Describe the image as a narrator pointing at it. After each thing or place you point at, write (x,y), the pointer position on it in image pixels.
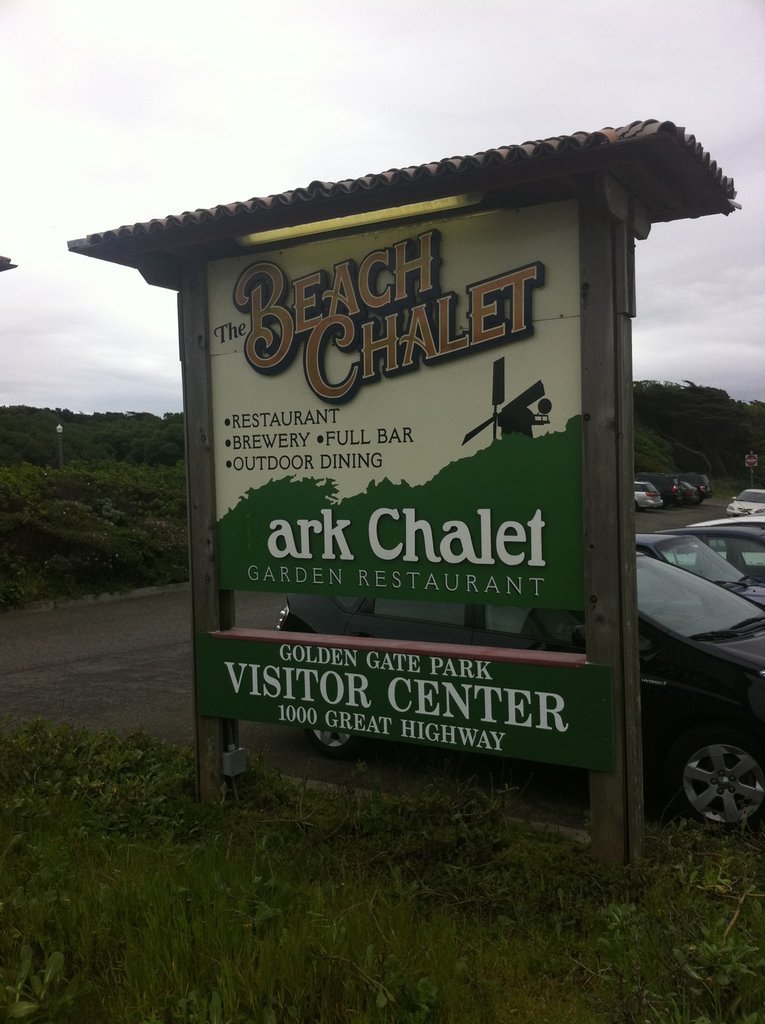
In this image I can see a board (315,368) in green and cream color and the board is attached to the pole (623,605). Background (673,750) I can see few vehicles (655,704), grass (135,752) and trees (82,427) in green color and the sky (78,218) is in white color.
